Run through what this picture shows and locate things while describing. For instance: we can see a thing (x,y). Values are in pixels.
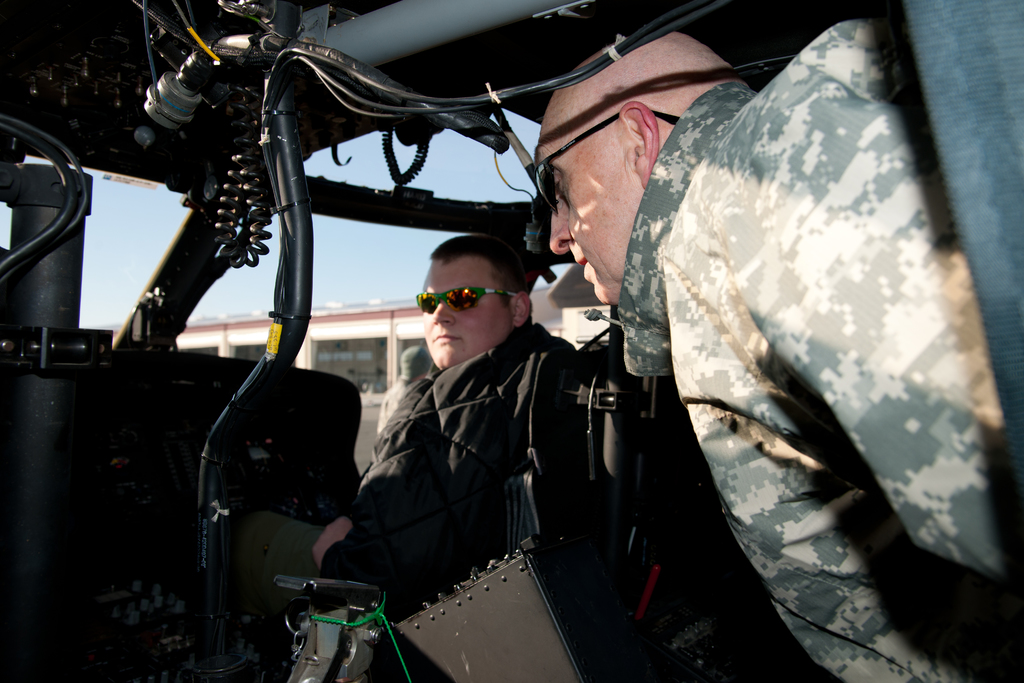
In this image we can see two persons (771,544) sitting inside a vehicle (256,444) with cables (55,236) attached on it. In the background (325,326) we can see a building (369,326) and sky (345,253).
